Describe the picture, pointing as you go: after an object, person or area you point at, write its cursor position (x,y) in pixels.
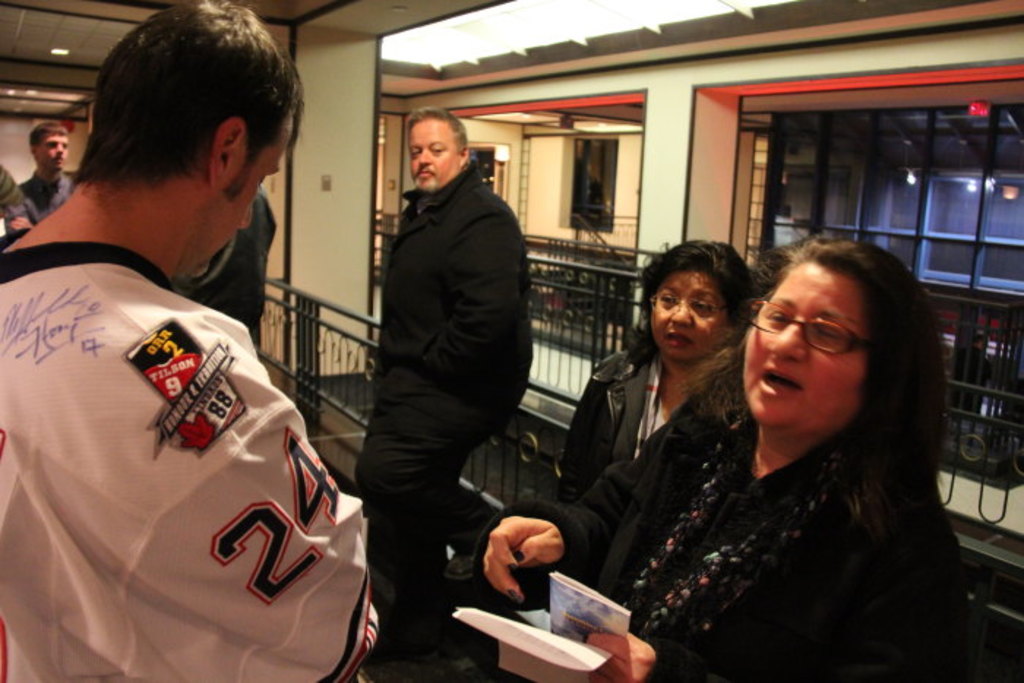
In this picture we can see some people (647,445) standing, a woman (647,524) on the right side (733,535) is holding a paper (585,673) and a book (594,618), in the background (781,227) we can see glass (906,206), there are railings (613,329) here, we can see a light (498,156) here.
